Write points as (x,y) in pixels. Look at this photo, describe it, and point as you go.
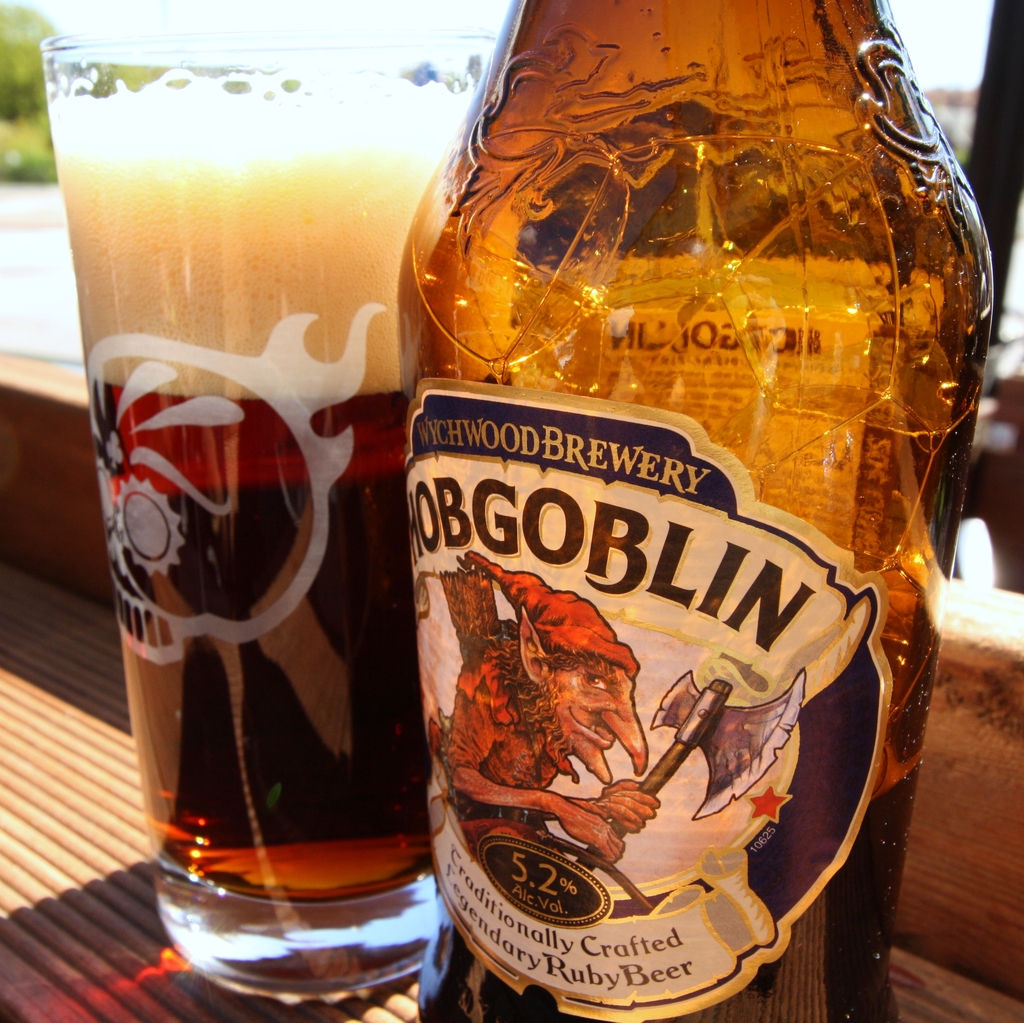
In this picture we can see a glass (369,588) and a bottle (564,438).
